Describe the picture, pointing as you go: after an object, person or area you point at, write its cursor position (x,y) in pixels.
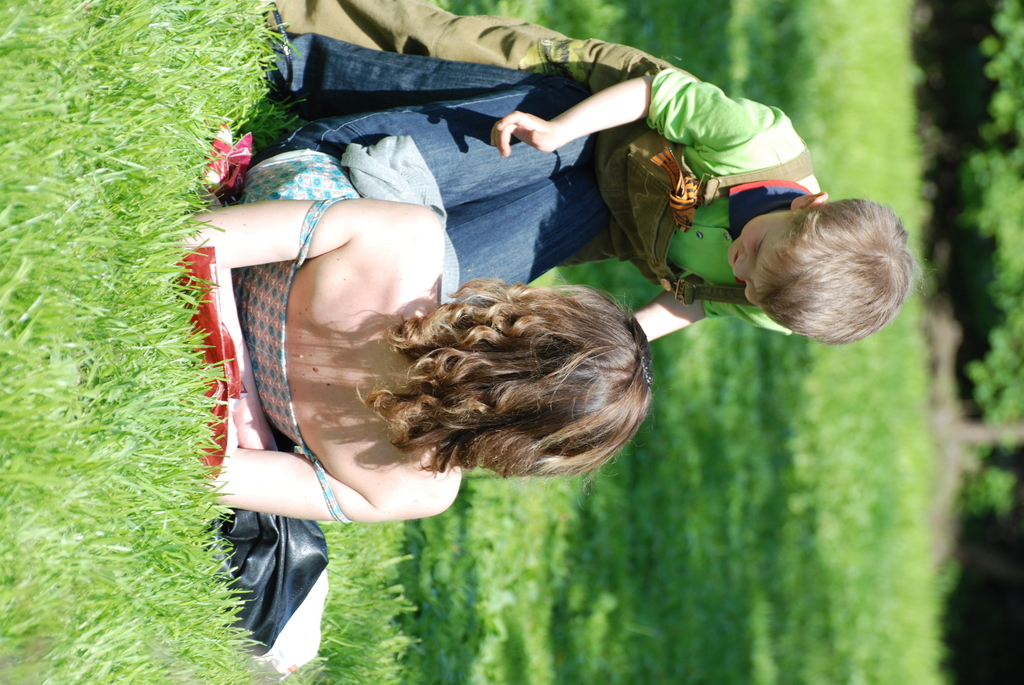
On the left side (318,200), there is a woman (564,307) sitting on the ground (239,109) and there is a boy (740,209) leaning her legs (580,139). Beside her, there is a bag (254,569) on the ground (175,87), on which there is grass (100,455). In the background (655,574), there are shadows (726,78) of the trees (1008,248) and there are plants (993,280).
